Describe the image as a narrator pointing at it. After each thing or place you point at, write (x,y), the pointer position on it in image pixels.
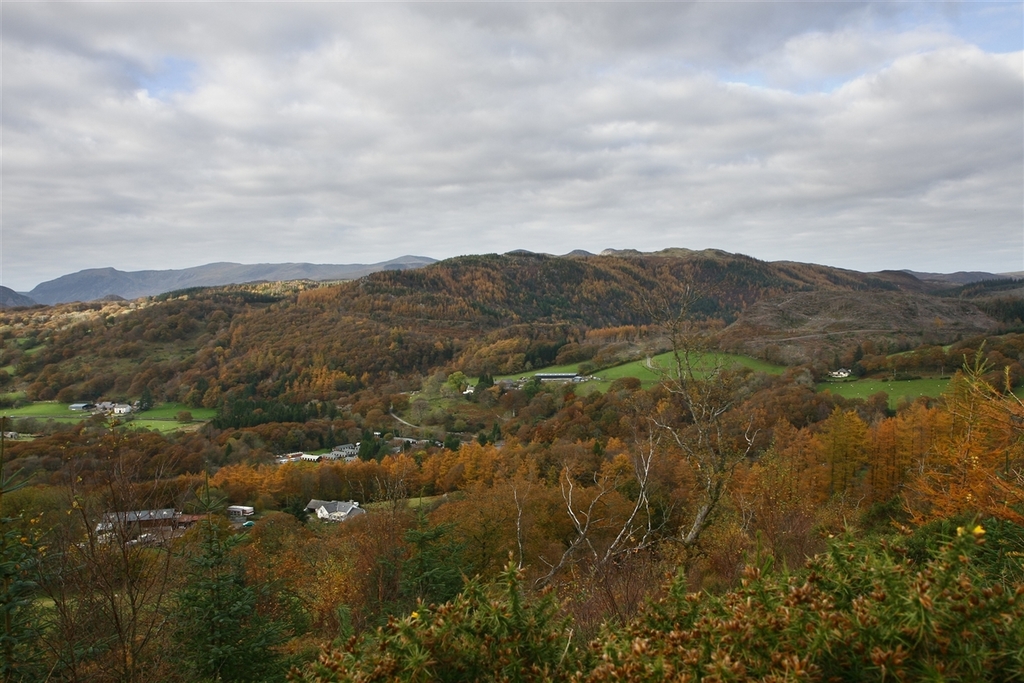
In this pictures there are hills (649,360) filled with trees (376,452), houses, grass (603,384) etc. On the top (365,101) there is a sky (426,135) with clouds (487,96).
